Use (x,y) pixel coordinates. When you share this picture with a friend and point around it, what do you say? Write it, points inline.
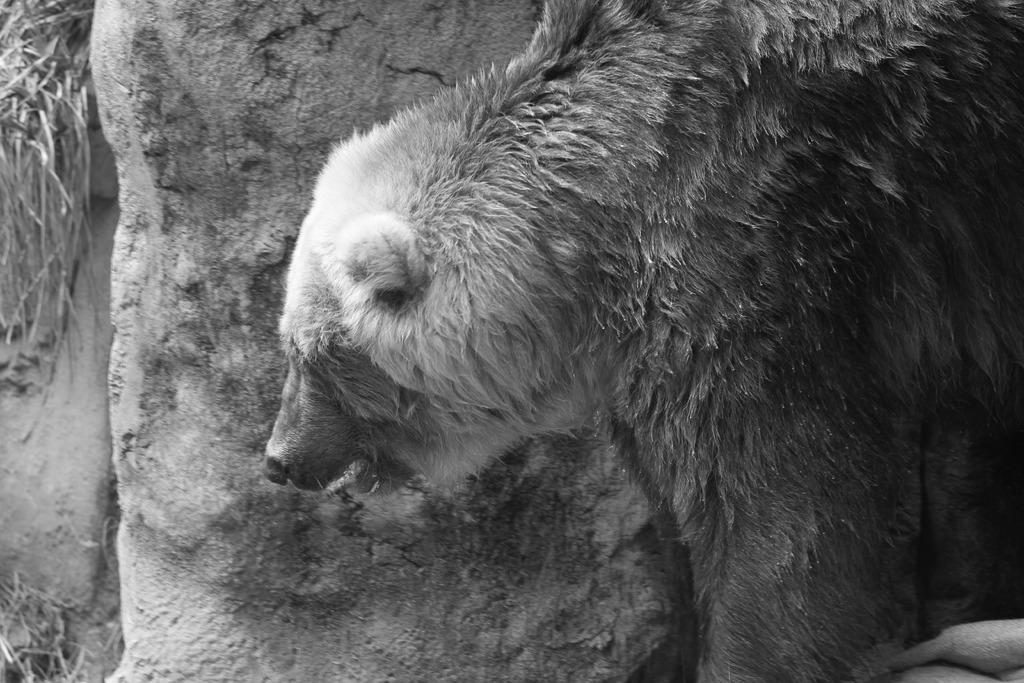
This is a black and white image. In this image we can see a bear (649,471).
